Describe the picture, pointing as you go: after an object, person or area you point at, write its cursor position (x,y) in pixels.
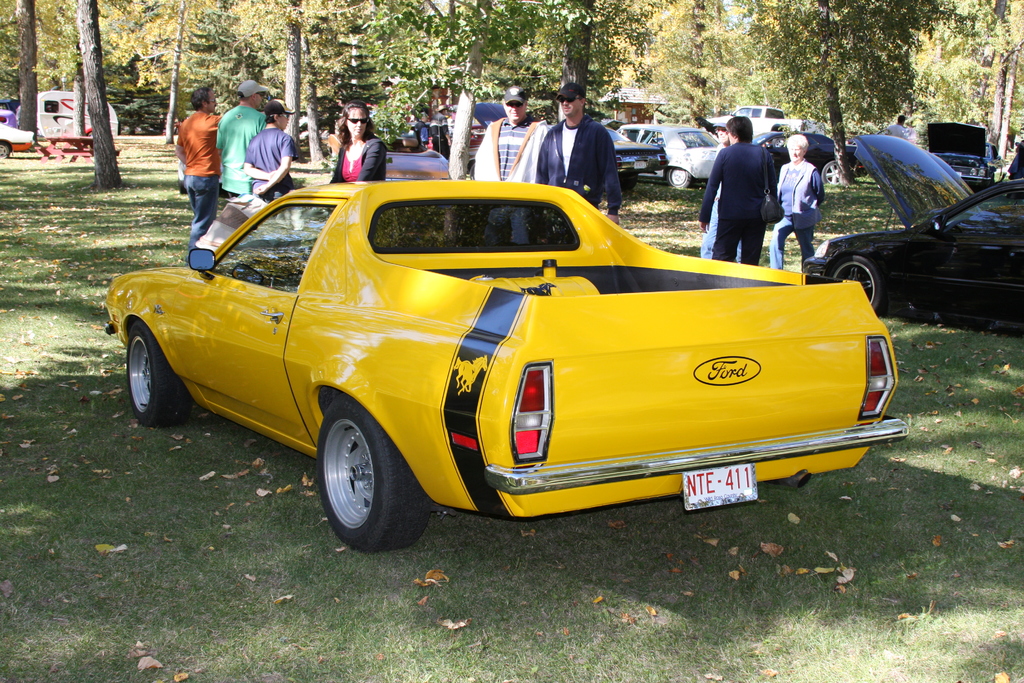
In this image, there are a few vehicles (928,300), trees (470,138) and people (201,158). We can see the ground (151,514) with some grass (60,345) and some benches (91,140). We can also see a white colored object (39,116).
